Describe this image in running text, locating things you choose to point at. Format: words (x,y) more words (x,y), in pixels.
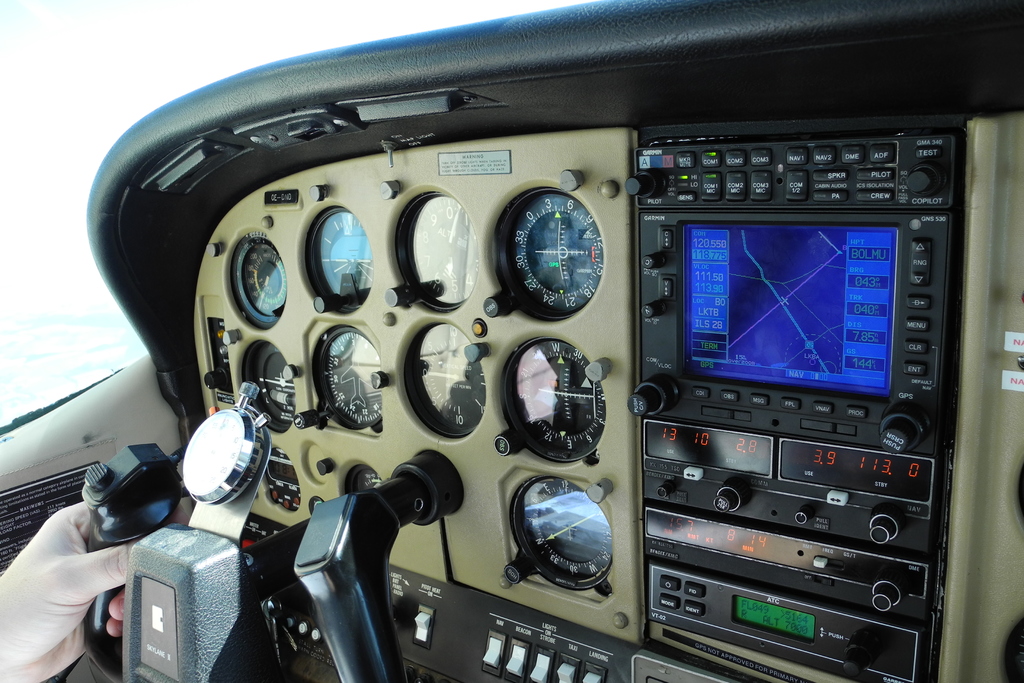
In the picture we can see inside view of an aircraft (551,590) with speed-o-meters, screen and a handle (119,497), and a person's hand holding it.
